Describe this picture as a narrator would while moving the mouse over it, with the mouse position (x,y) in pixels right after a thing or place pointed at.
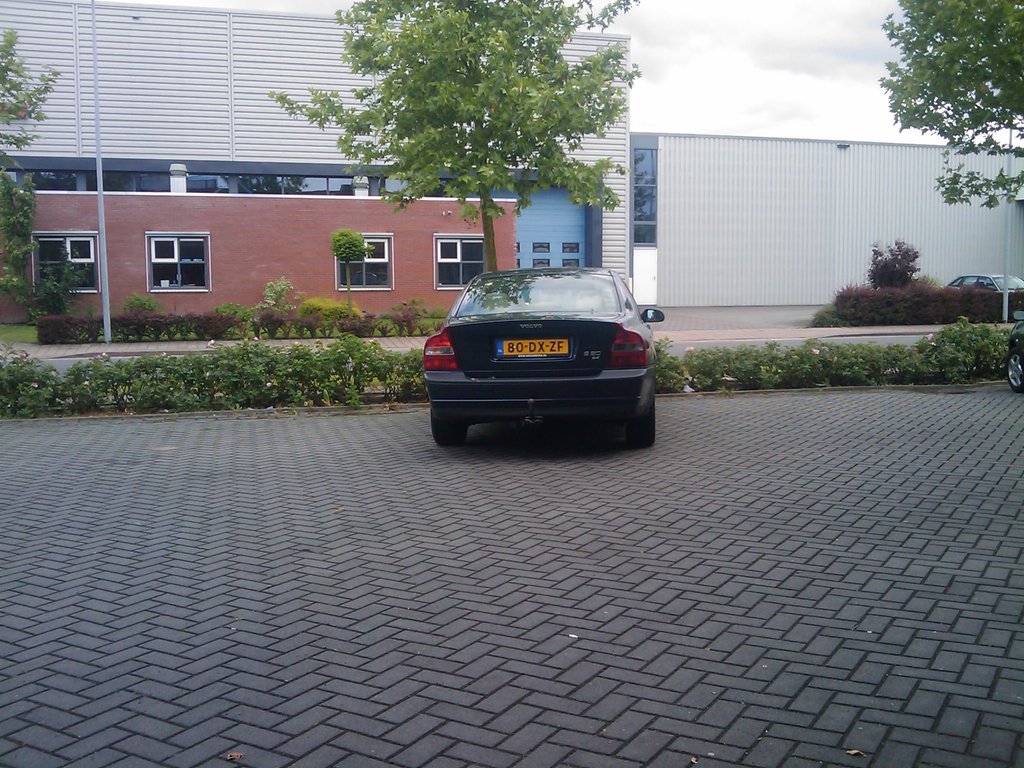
In this image we can see a car (555,373) on the pavement (588,600). In the background (162,358), we can see plants (962,382), buildings (321,257), trees (17,220) and a pole (105,248). At the top of the image (644,56), we can see the sky (764,60) with clouds (783,95). On the right side of the image (1018,370), we can see two cars (1015,358) and a pole (1004,285).
